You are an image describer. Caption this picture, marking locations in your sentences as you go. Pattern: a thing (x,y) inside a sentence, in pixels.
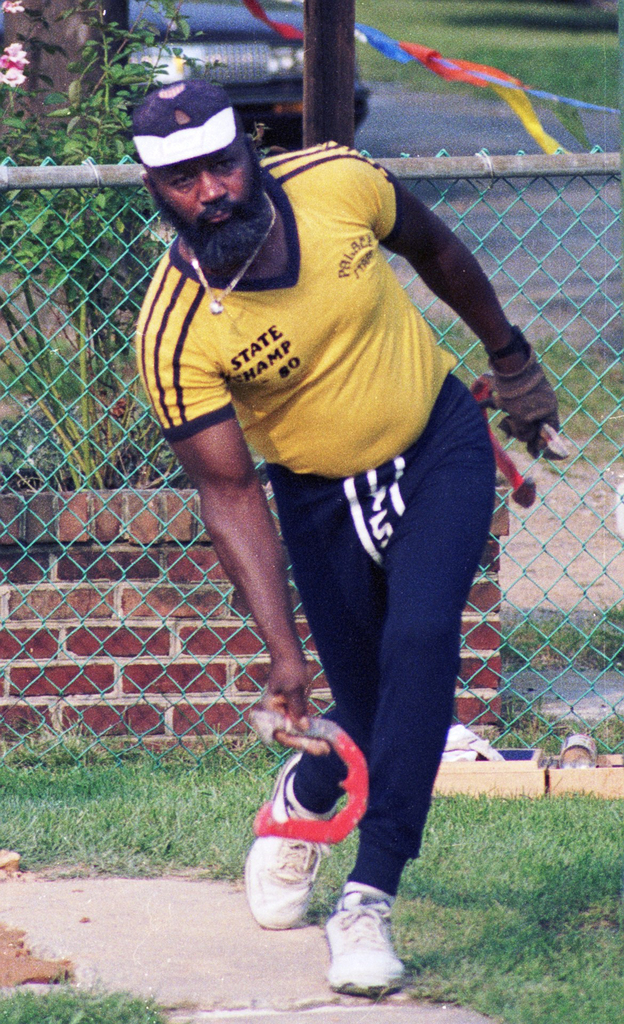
In this picture there is a man (509,376) in the center of the image (410,643) and there is a plant (22,482) and a net boundary (17,641) in the background area of the image (101,59), there is a car (285,79) at the top side of the image (270,65).
